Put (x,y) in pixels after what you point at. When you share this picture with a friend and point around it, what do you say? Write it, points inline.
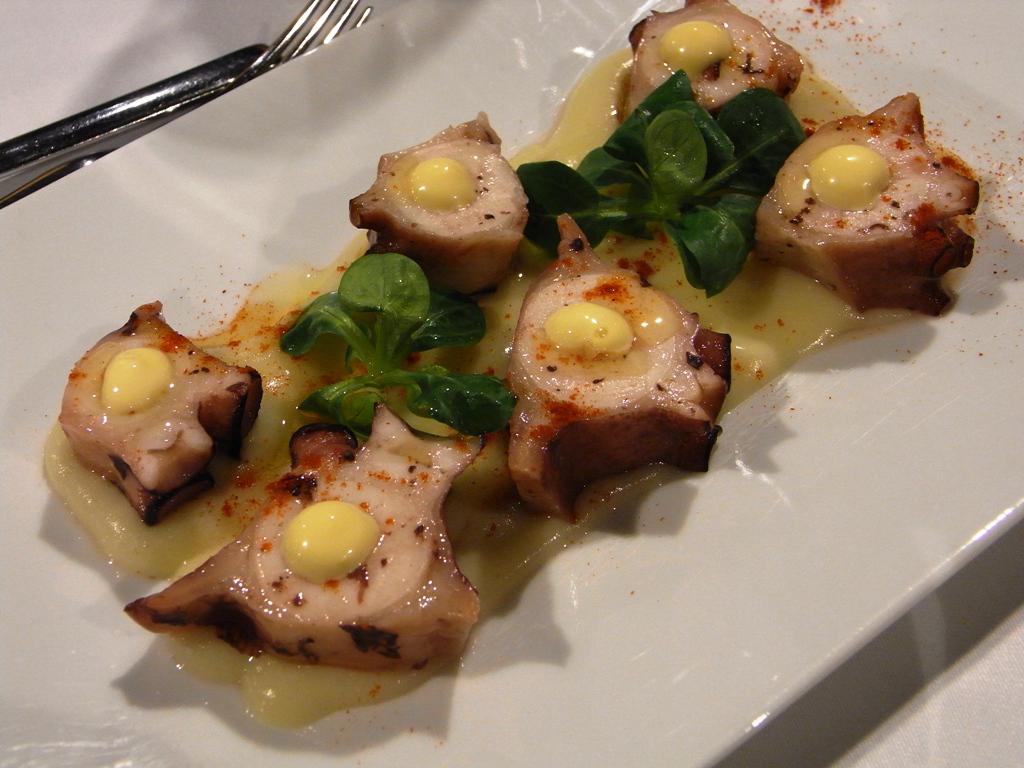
In the center of the image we can see one table (158,77). On the table (136,39), we can see one fork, one plate (187,168) and a few other objects (201,82). In the plate (200,173), we can see some food item (498,310).
